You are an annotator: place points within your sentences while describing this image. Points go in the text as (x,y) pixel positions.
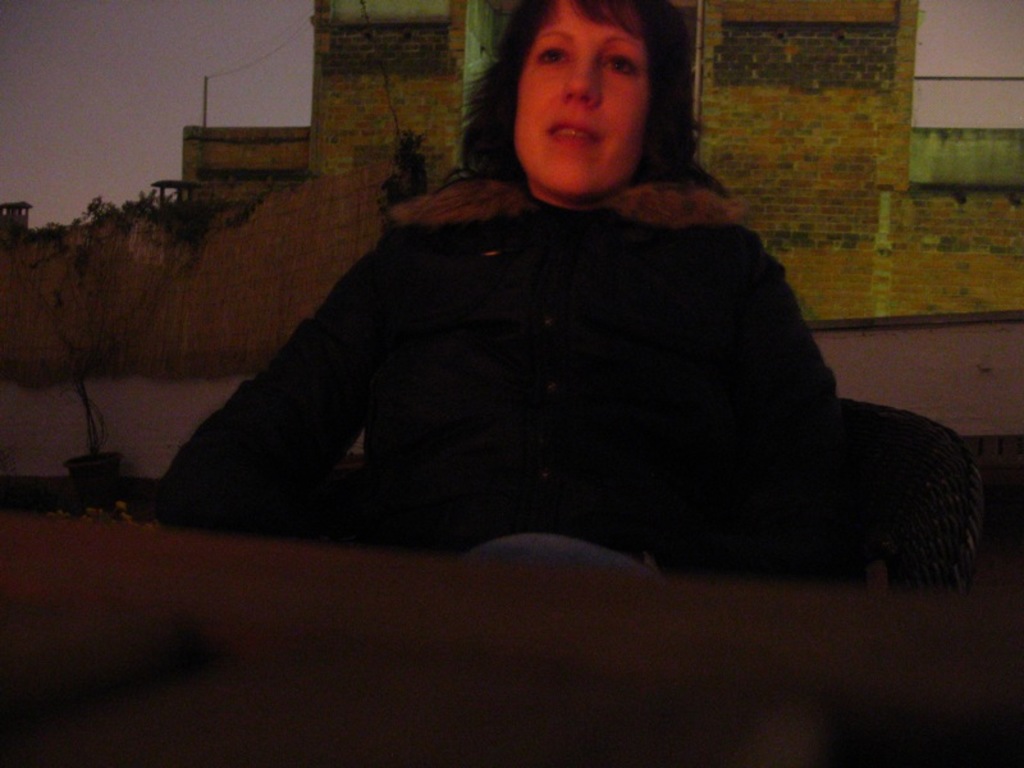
In the center of the image (640,409) we can see a woman (729,398) is sitting. At the bottom of the image (407,657), we can see an object (341,668). In the background (983,294) there is a wall (983,324), pot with a plant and we can see the sky (244,111) and buildings (833,176).
